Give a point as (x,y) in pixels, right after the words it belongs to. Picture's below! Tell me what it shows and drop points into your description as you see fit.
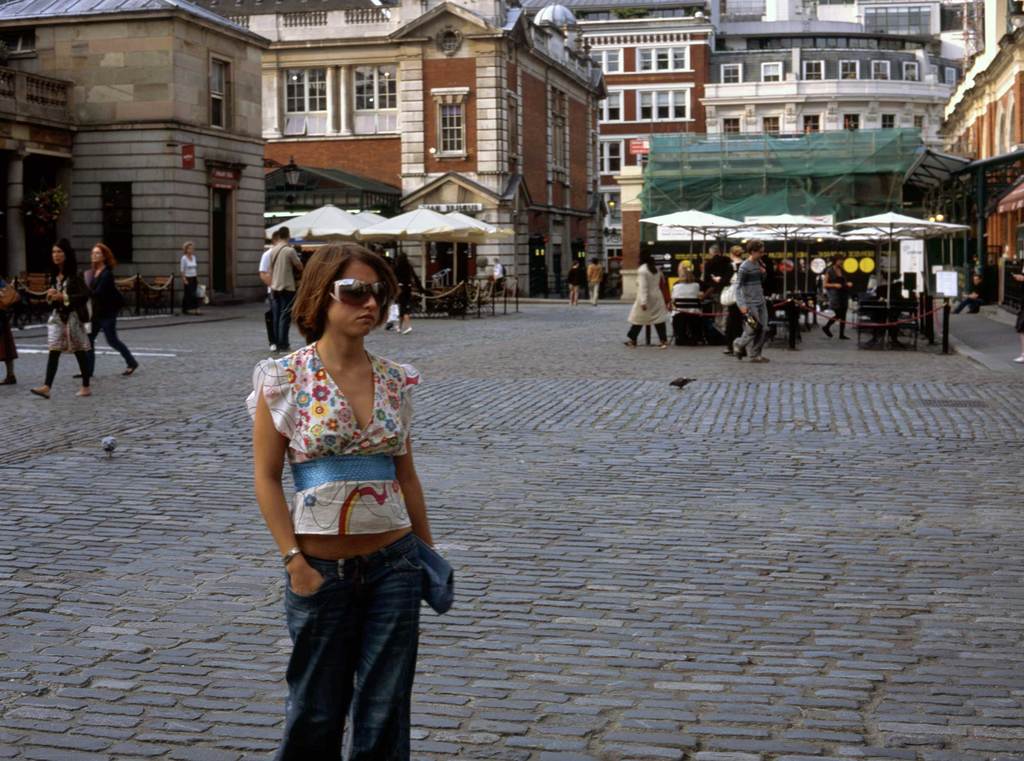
In this image in the center (365,467) there is a woman (342,526) standing holding a purse (434,606) in her hand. In the background (62,281) there are persons (573,270) standing, walking, and sitting. There are tents (829,233) and there are buildings (506,173).
